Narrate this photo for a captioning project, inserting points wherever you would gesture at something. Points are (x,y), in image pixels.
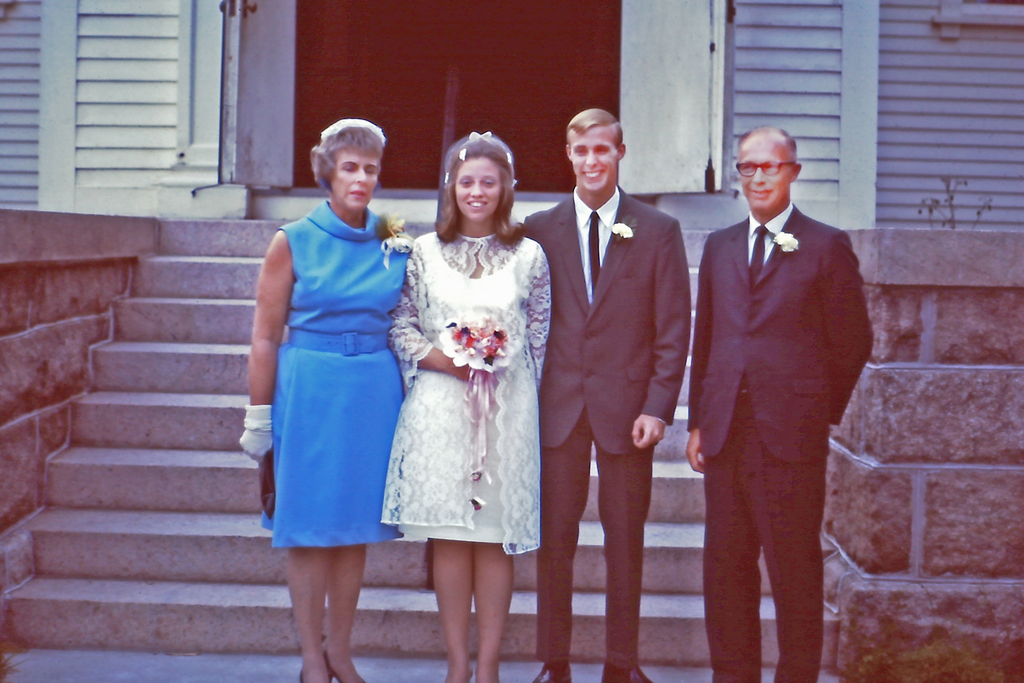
In this image we can see these two persons (586,340) wearing blazers (703,396), this woman (501,305) wearing a white dress (438,481) and holding a bouquet (478,331) and this woman (302,355) wearing blue color dress (362,403) are standing here. In the background (73,517), we can see the steps (159,457), stone wall (960,296) and the doors (390,64).
